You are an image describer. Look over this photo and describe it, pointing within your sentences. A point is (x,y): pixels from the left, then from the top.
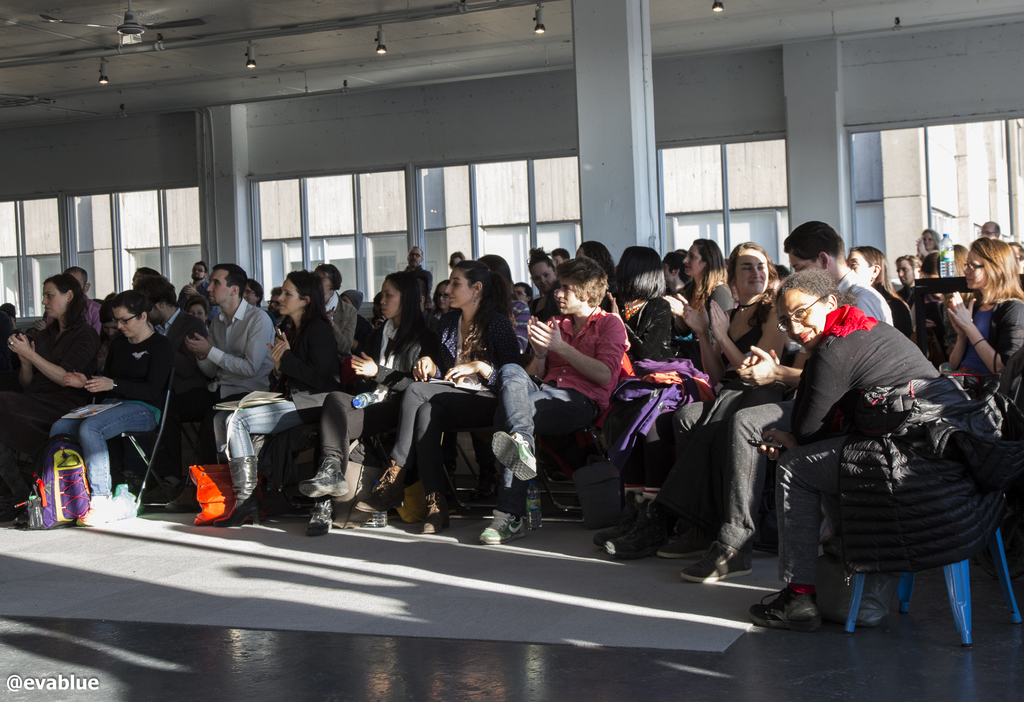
In this image, we can see an inside view of a building (674,131). There is a crowd (656,358) in the middle of the image (437,416) wearing clothes (560,381) and sitting on chairs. There is a fan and some lights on the ceiling (543,38) which is at the top of the image (429,50). There is a pillar (592,170) in front of windows (342,216).
